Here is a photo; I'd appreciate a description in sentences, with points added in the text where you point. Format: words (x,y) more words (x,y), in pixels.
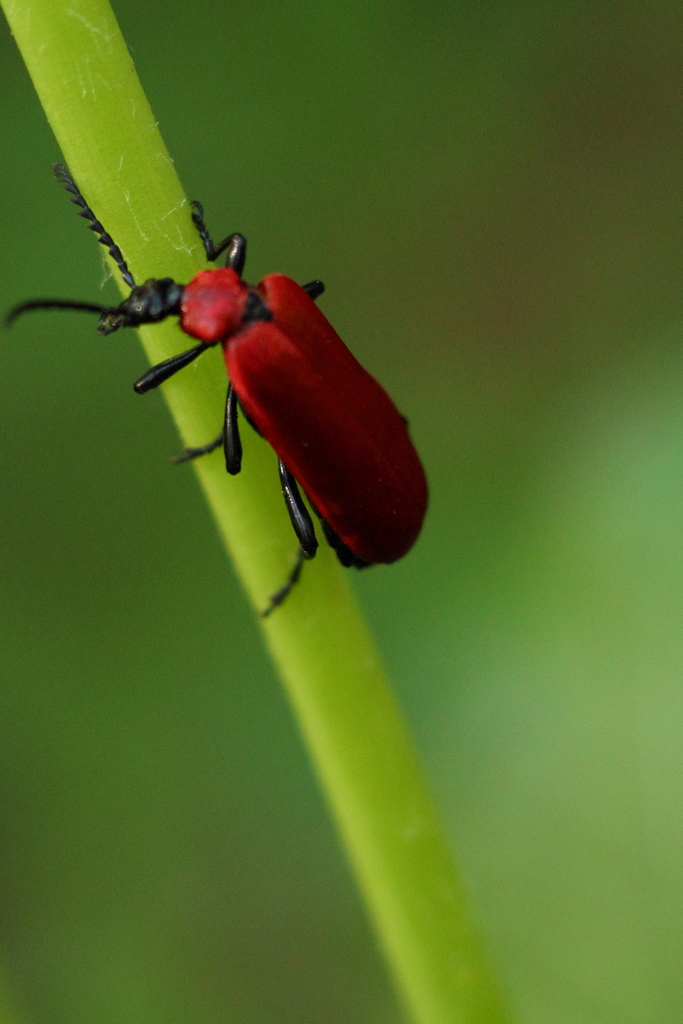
Here in this picture we can see a cardinal beetle (284,382) present on a plant (306,631) over there.
